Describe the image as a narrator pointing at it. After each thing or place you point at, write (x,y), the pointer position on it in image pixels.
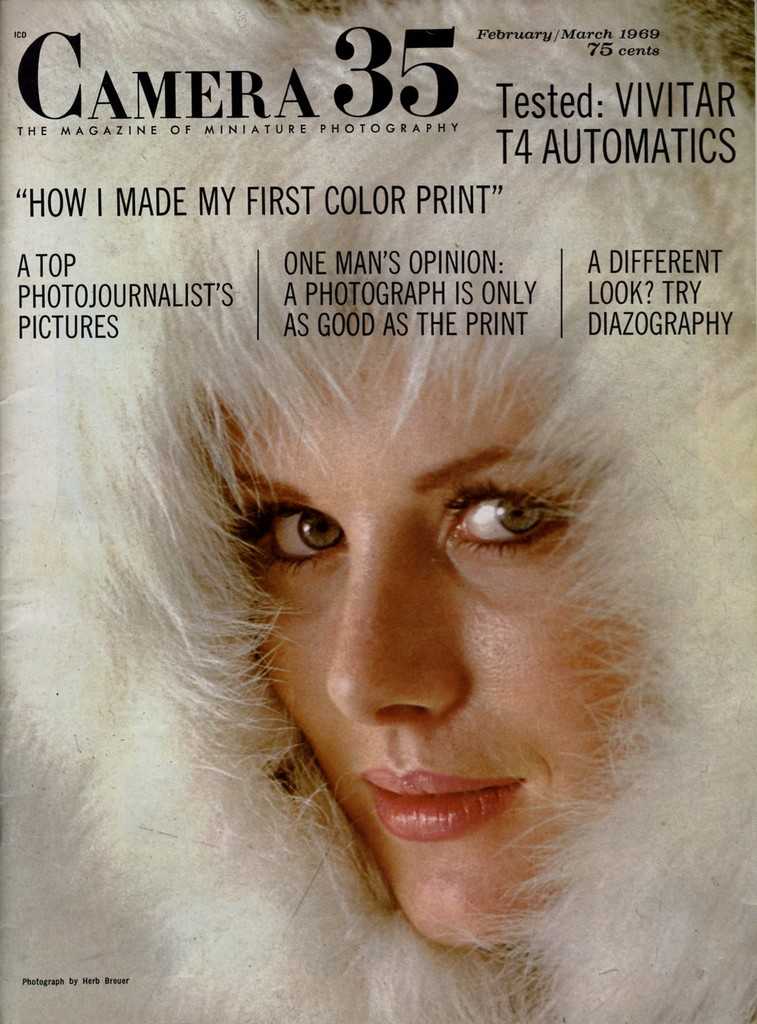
In this picture we can see a poster (734,774), on this poster (738,561) we can see face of a person (219,422) and text (504,317).
